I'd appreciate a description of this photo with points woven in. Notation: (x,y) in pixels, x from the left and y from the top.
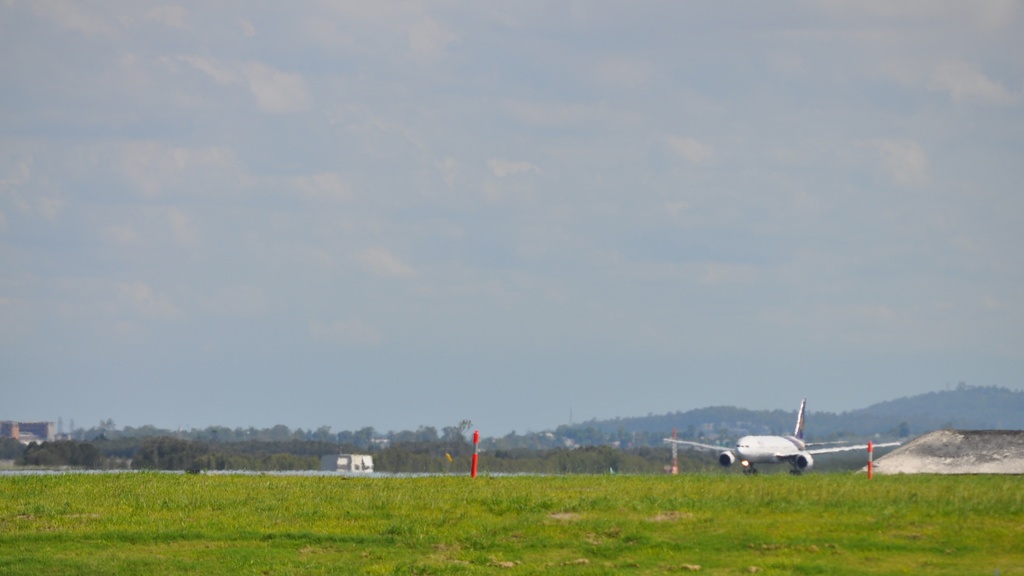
In this image we can see an airplane (808,451) on the runway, there are some trees (827,430), poles (872,445), grass (218,502) and buildings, in the background (598,290) we can see the sky (532,252) with clouds (565,245).
